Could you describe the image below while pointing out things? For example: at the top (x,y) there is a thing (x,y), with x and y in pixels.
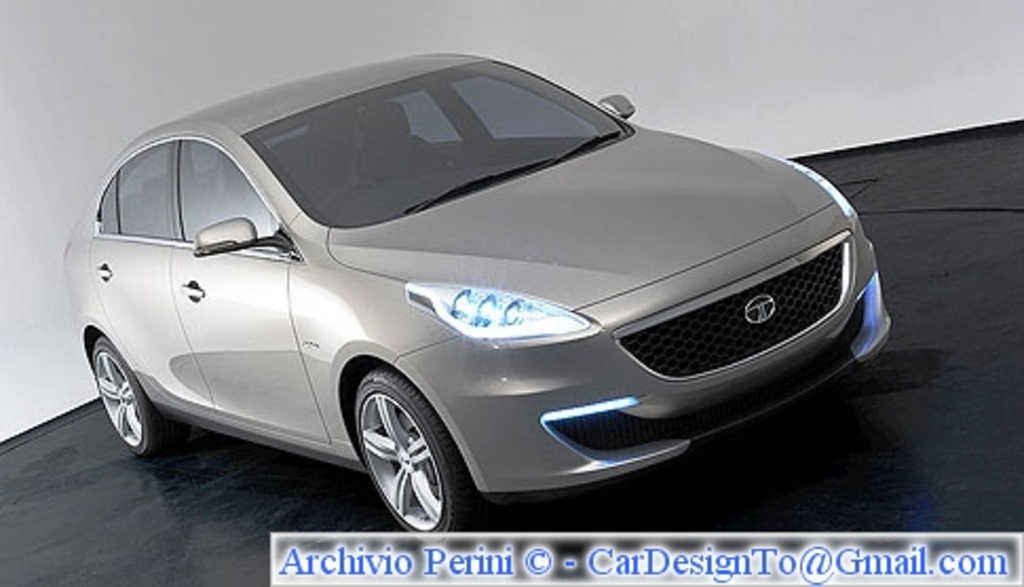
There is a car (252,248) which is in grey color, parked on the floor (241,479). The floor (642,479) is in black color. In the background (466,35) there is a wall (185,55) which is in white color.
